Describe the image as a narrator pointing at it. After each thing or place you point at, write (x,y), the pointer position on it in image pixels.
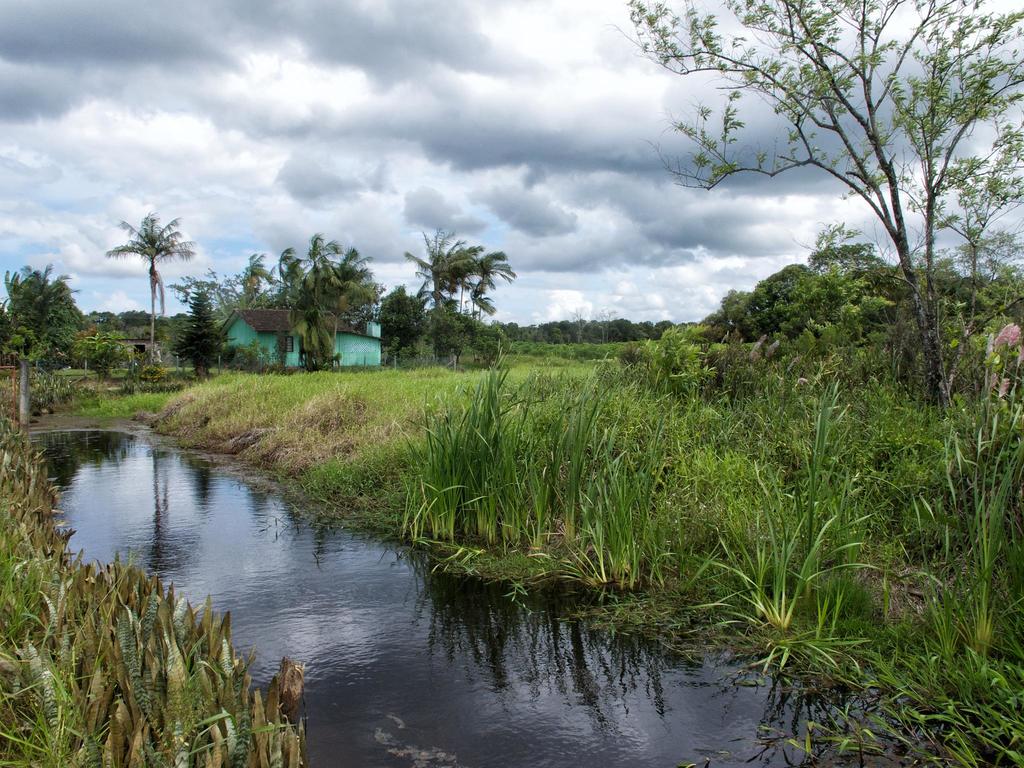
In this image we can see a house (292,349), trees (413,314), plants (525,442), grass (354,403), sky (416,230), water (188,523) and clouds (560,100).
